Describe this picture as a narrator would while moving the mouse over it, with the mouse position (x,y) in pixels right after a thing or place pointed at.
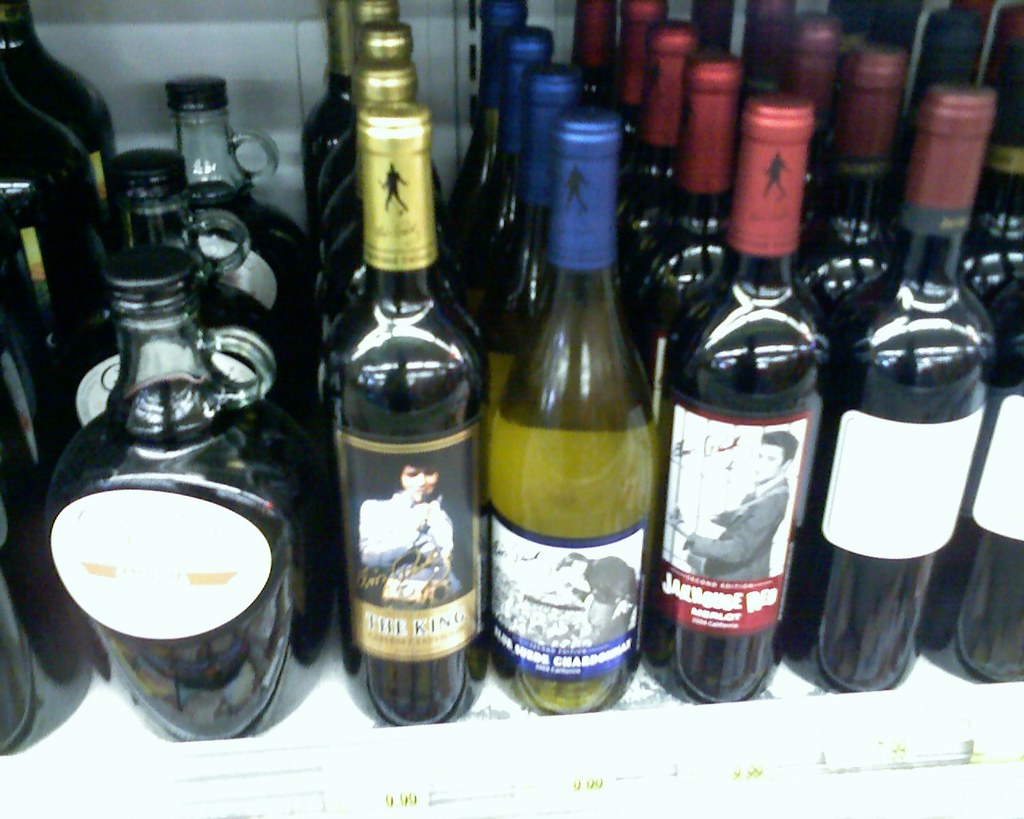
In this image there are many bottles (628,431). In the middle (590,537) there is a bottle (553,555) on that there is a label (554,616) with written text (556,656).
